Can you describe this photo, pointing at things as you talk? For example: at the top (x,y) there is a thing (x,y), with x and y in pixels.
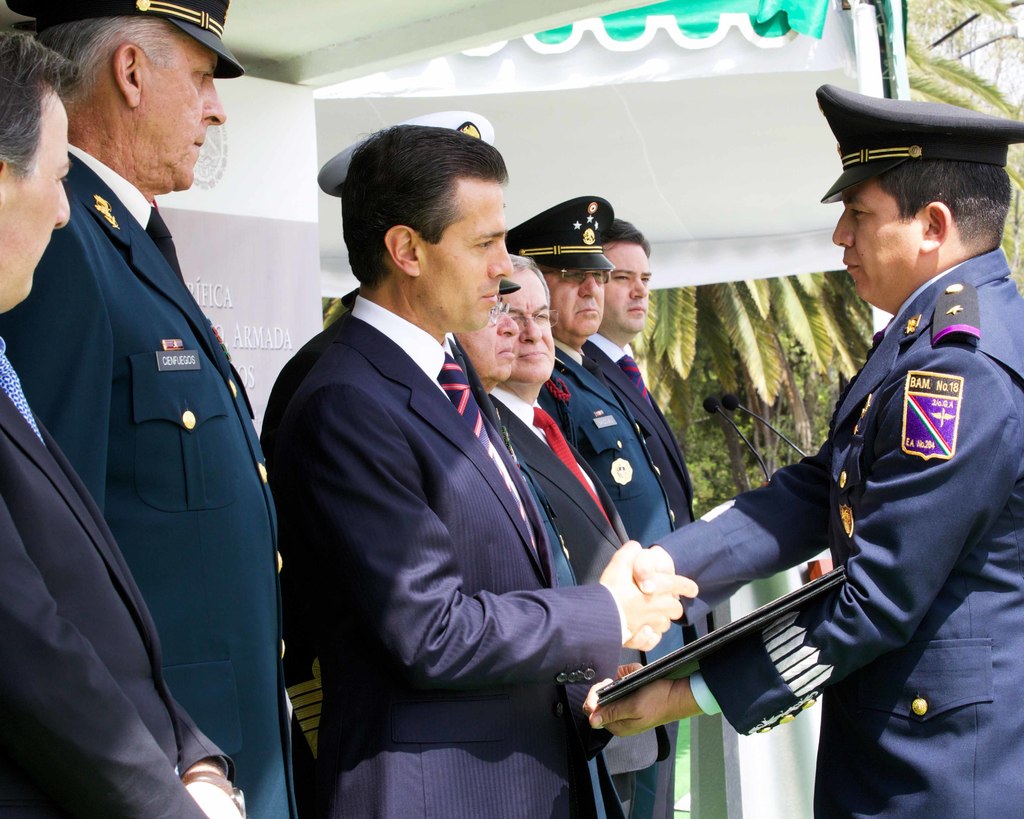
In the center of the image (503,431) we can see a few people (447,470) are standing and they are in different costumes (967,466). Among them, we can see a few people (206,554) are wearing caps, one person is holding some object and two persons (393,190) are holding hands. In the background (805,319), we can see the sky (954,40), trees (807,332), one banner (214,245) with some text (214,292) and a few other objects (757,226).
